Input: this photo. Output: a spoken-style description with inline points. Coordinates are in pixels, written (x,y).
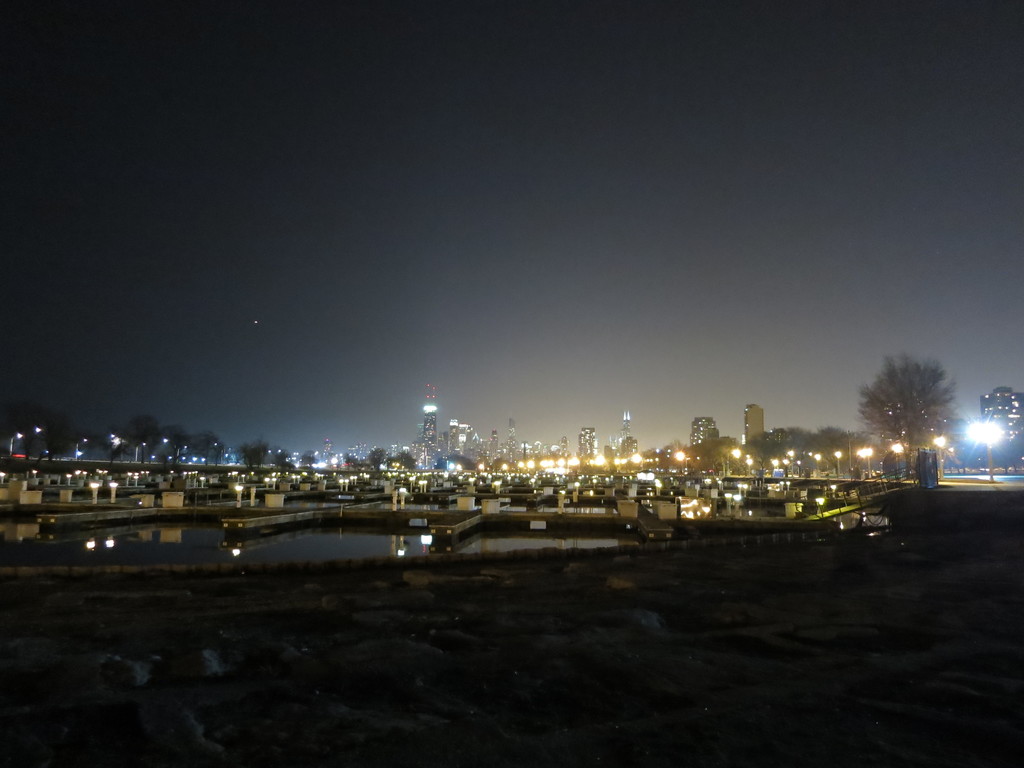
In this image there is water (206,547) in the middle of the image (444,504). In the water (337,538) there is some construction (209,515). In the background (567,440) there are so many buildings (583,447) with the lights (550,455). On the right side (894,413) there are trees (895,425). At the bottom (517,674) there is land (442,646). At the top (600,180) there is the sky (619,204). This image is taken during the night time.
